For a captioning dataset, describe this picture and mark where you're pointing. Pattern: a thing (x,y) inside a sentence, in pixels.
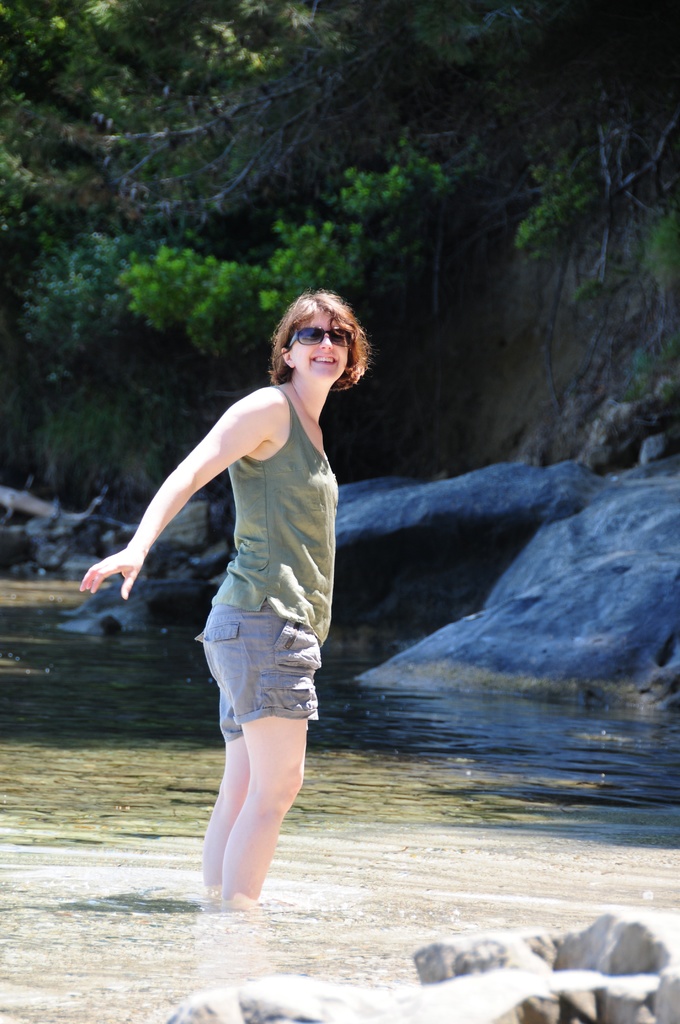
In this picture there is a woman (319,433) standing in the water (306,845) and she is smiling. At the back (383,320) there are trees (378,338) and rocks (503,524). At the bottom (424,843) there is water (449,878) and there are stones (489,943).
